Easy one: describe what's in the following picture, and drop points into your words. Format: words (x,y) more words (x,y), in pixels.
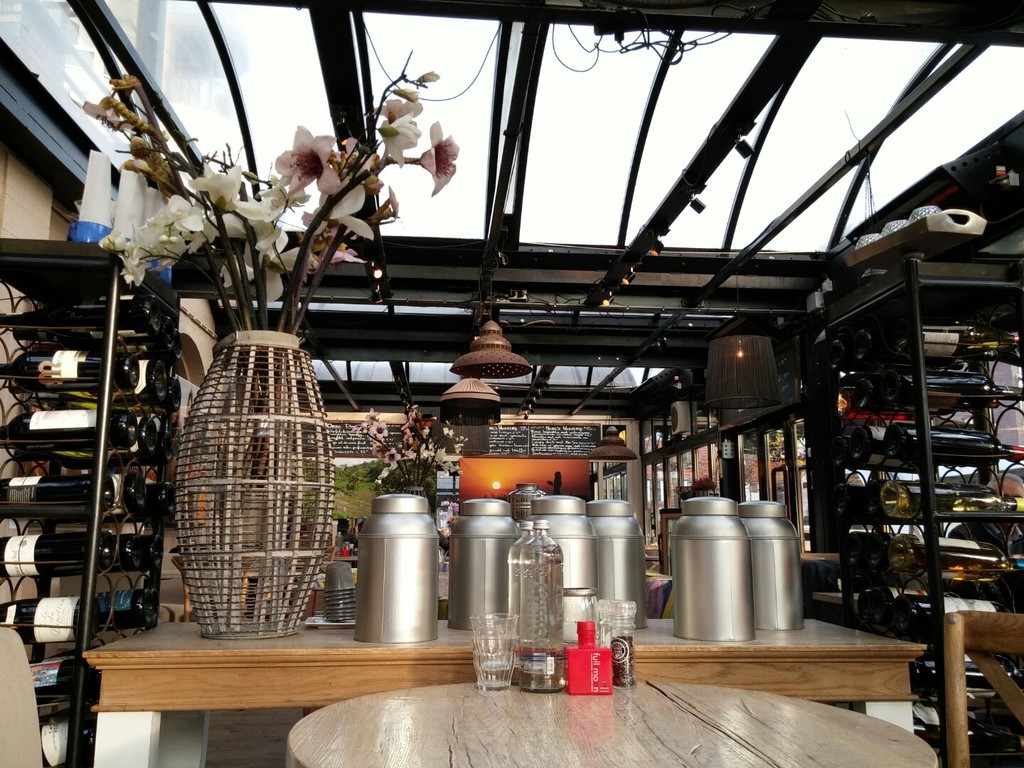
This picture might be taken in a restaurant (787,727). In this image, in the middle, we can see a table (898,727), on that table (764,736), we can see some glasses (487,683) and bottles (524,635). On the right side (875,580), we can see a shelf (976,759), on the shelf (908,580), we can see some bottles (1000,565). On the left side (79,319), we can also see another shelf (59,278), on that shelf (44,271), we can see some bottles (85,485). At the top (509,162), we can see a roof (549,336) with light (536,394). In the background (500,484), we can also see a screen (578,466).
